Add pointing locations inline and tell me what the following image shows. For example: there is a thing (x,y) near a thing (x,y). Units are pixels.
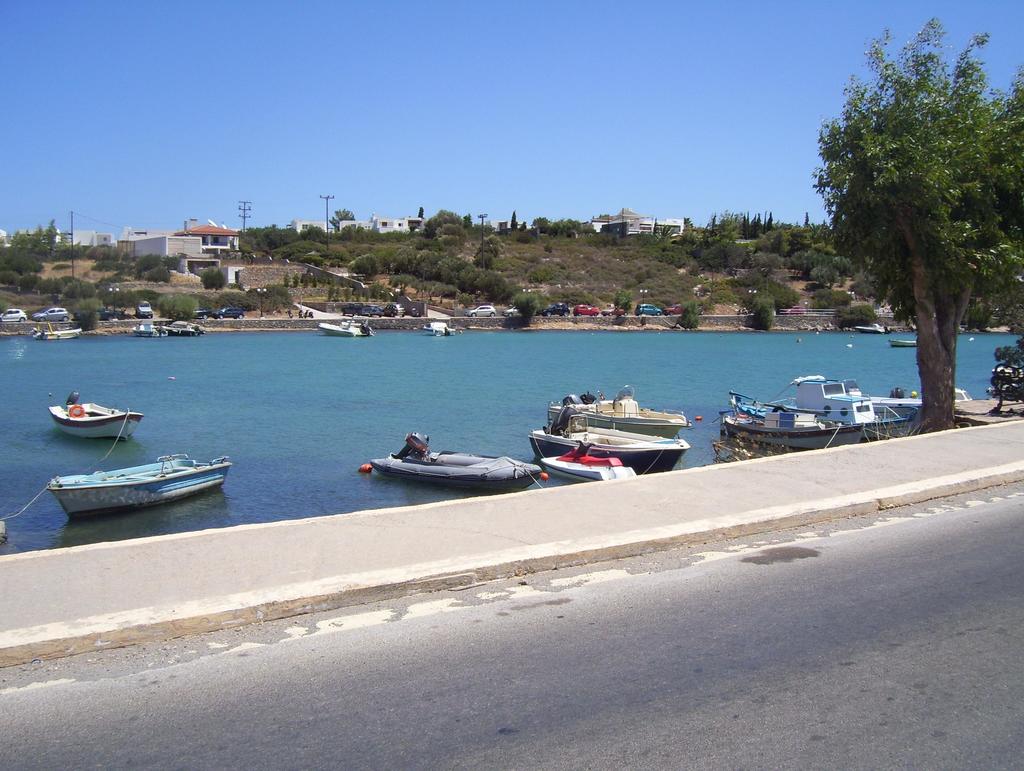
This image is taken outdoors. At the bottom of the image (545,664) there is a road (545,664). At the top of the image (207,83) there is a sky (582,111). In the background (485,230) there are a few houses (193,258), poles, trees (64,252) and plants (681,271). A few vehicles (802,314) are parked on the road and a few are moving on the road (29,319). In the middle of the image (455,353) there is a river (276,464) with water (224,447) and there are many boats (82,425) in the river (780,373) and there is a tree (1009,263).
